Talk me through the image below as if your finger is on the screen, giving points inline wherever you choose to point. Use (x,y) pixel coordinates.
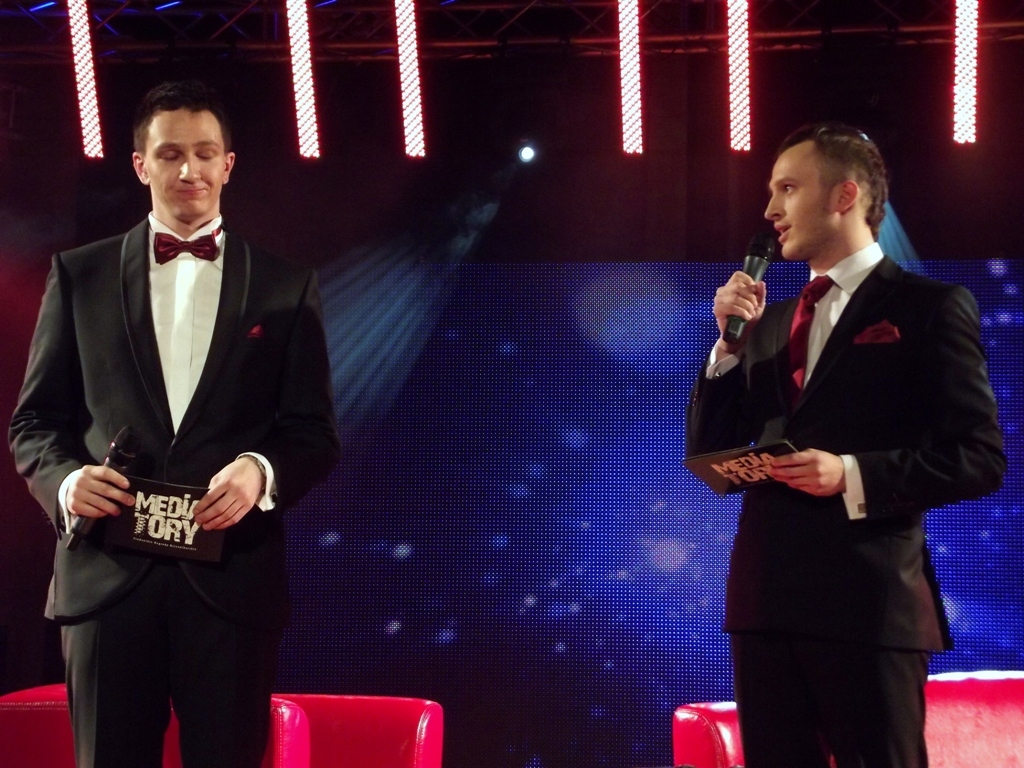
In the picture I can see two men (770,323). I can see a man (899,627) on the right side (717,363) wearing a suit (792,574) and tie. He is holding a paper (785,454) in his left hand (808,486) and there is a microphone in his right hand (734,348). I can see another man (257,354) on the left side (205,416) wearing a suit (212,392) and he is also holding the microphone (85,518) in his hand (115,483). I can see the sofas (274,712) at the bottom of the picture (358,729). There is a lighting arrangement (458,46) at the top of the picture (799,50).
